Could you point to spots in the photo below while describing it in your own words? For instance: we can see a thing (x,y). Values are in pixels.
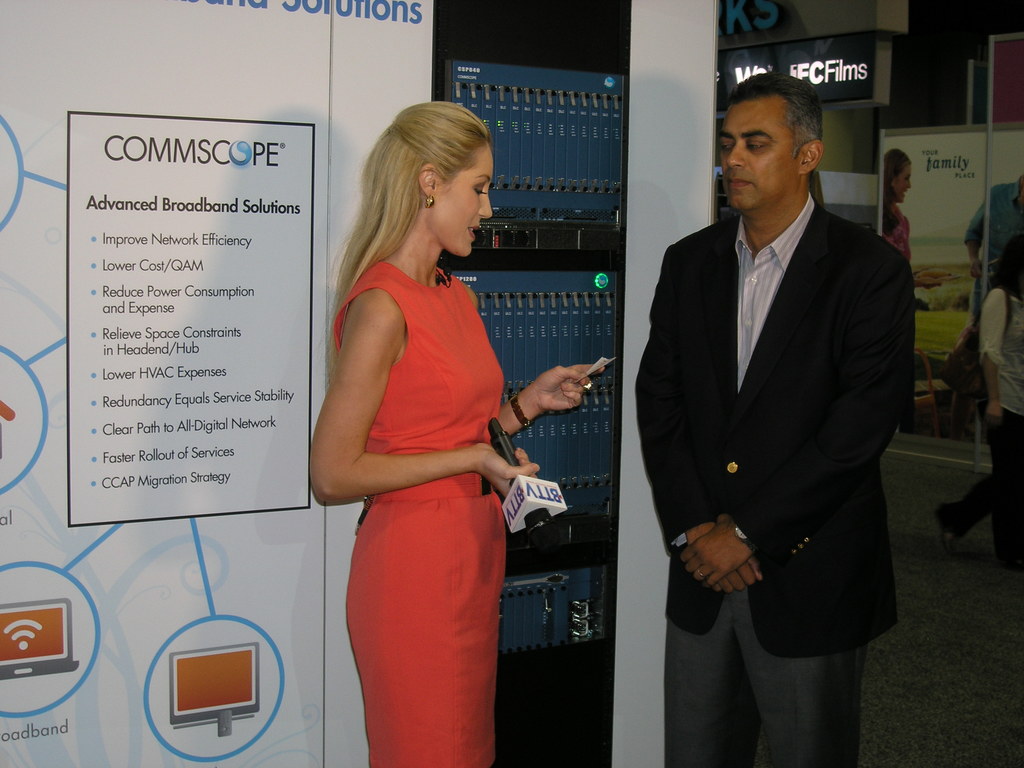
In this picture there is a woman (324,455) standing and holding the paper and microphone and there is a man (826,219) standing. At the back (394,30) there is a board (139,7), there is text (190,238) on the board (211,238) and there might be devices (498,225). On the right side of the image (942,235) there is a person (1023,356) walking and there is a picture (1005,161) of a woman (888,232) and man (980,286) on the board (964,280) and there is text (761,70) on the boards (733,38). At the bottom (914,618) there is a floor (987,621).
